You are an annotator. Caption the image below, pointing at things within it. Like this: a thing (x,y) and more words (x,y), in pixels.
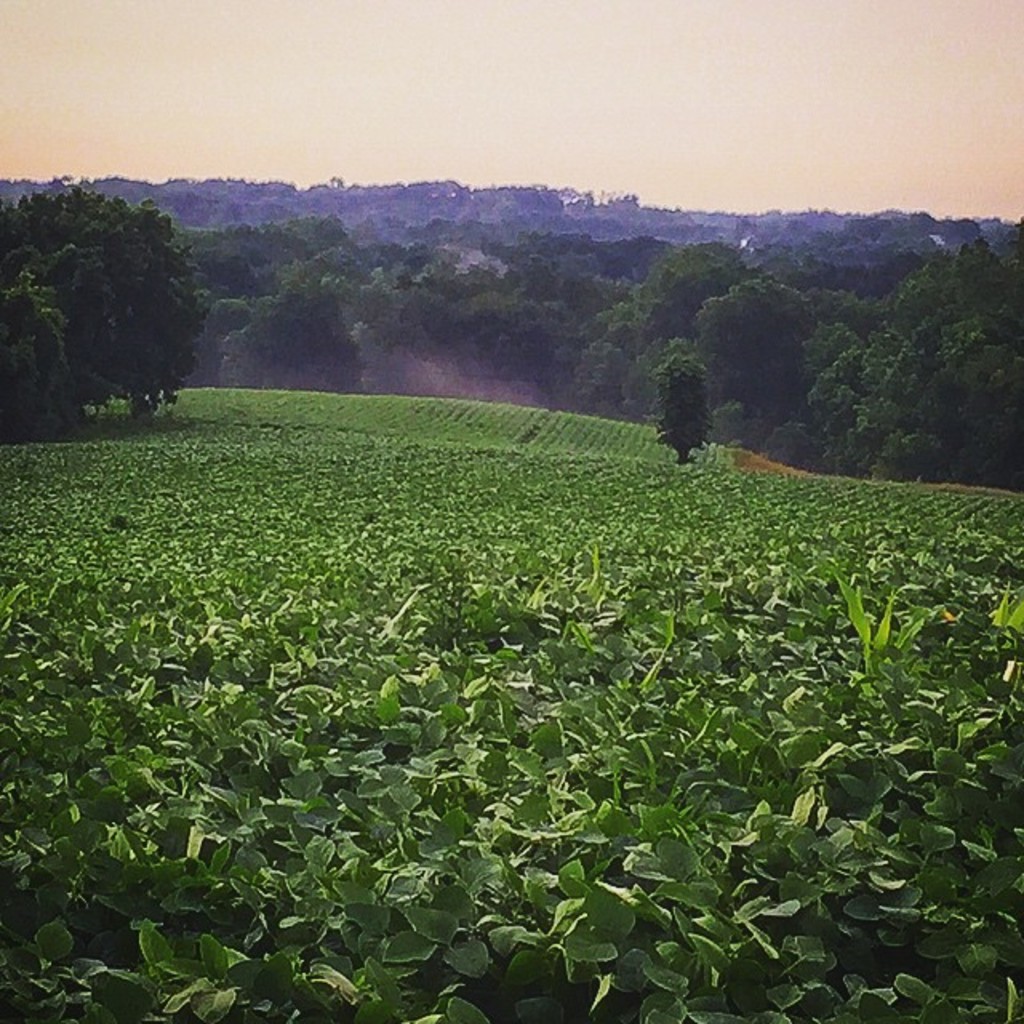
In this image, I can see the plants (407,420) and trees (584,298). In the background (303,69), there is the sky (467,84).
